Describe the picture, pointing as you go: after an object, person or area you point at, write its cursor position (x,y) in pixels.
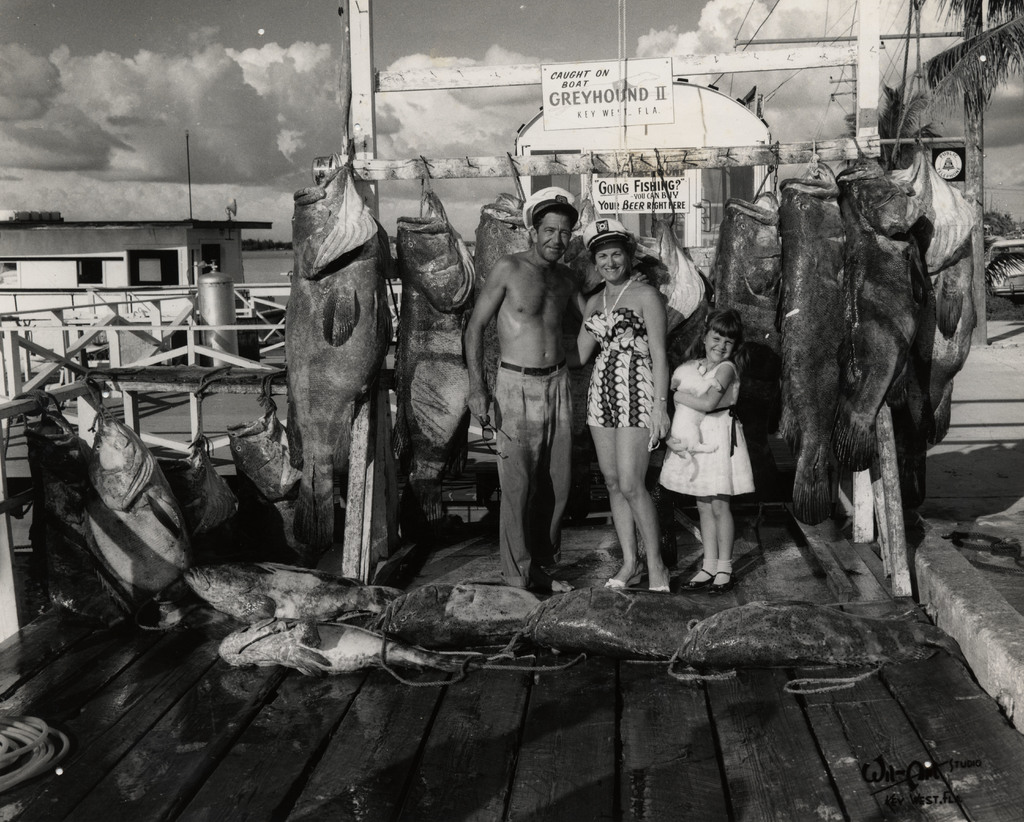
This is a black and white image. In this image I can see a man (533,337), a woman (612,414) and a girl (713,484) are standing, smiling and giving pose for the picture. Here I can see some fishes (609,635) on the floor (791,716) and few (849,299) are hanging to a stick (578,161) at the back of these people (639,317). On the right side (982,150) I can see some trees (989,73) and on the left side (49,244) there is a shed (116,240) and also there is a railing (95,326). On the top of the image (195,62) I can see the sky (160,41) and clouds (115,85).
